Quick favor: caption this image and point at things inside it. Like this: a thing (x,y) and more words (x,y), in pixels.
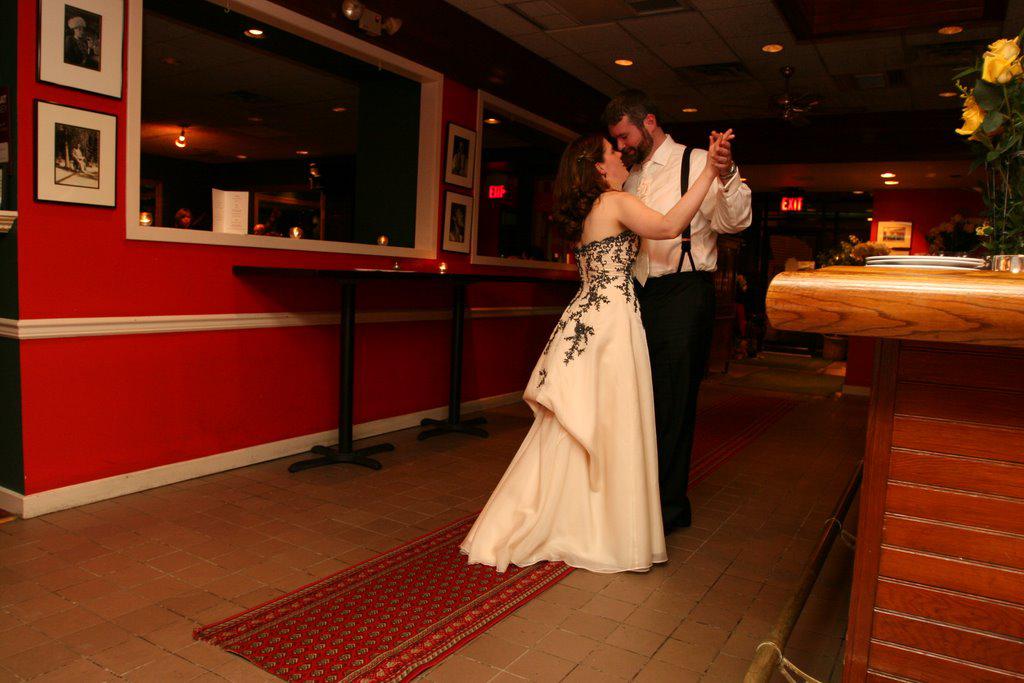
In this picture there is a man (664,178) and a woman (617,231) holding their hands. There are frames (73,148) on the wall (90,214). To the right (970,101), there is a flower bouquet (987,139). Some lights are seen on top There is a card (244,203) and a table (343,288). There is a red carpet (393,563).
